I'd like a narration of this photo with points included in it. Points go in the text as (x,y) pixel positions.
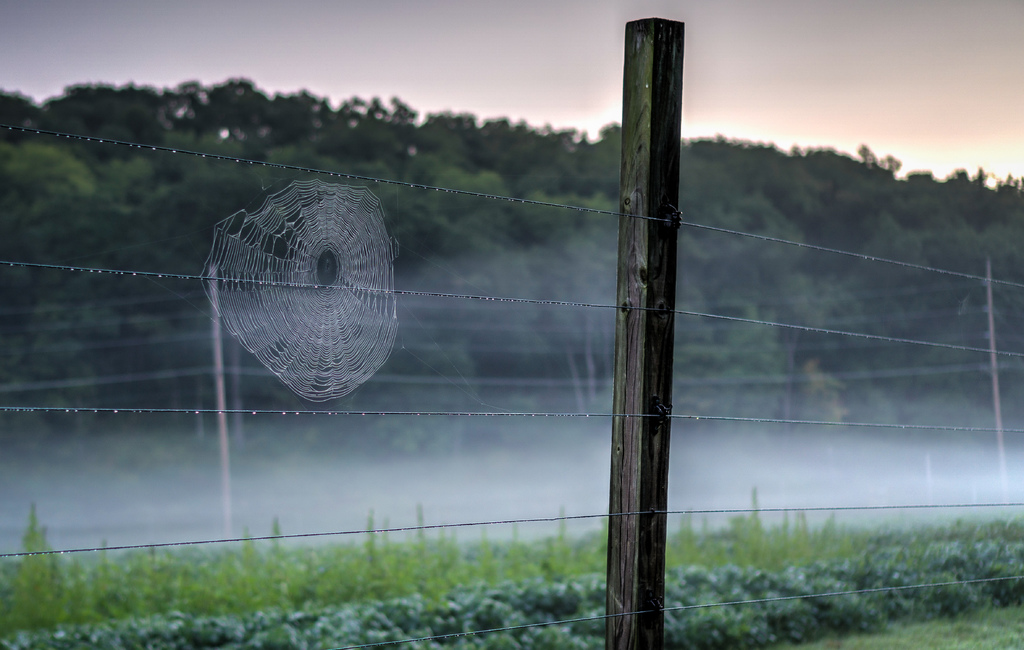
This image consists of a fencing (641,387). In the front (623,185), we can see a wooden stick (612,637) to which there are wires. At the bottom (722,600), there are small plants (461,602). In the background (197,286), we can see the trees (93,152). At the top (440,66), there is sky (440,66).
